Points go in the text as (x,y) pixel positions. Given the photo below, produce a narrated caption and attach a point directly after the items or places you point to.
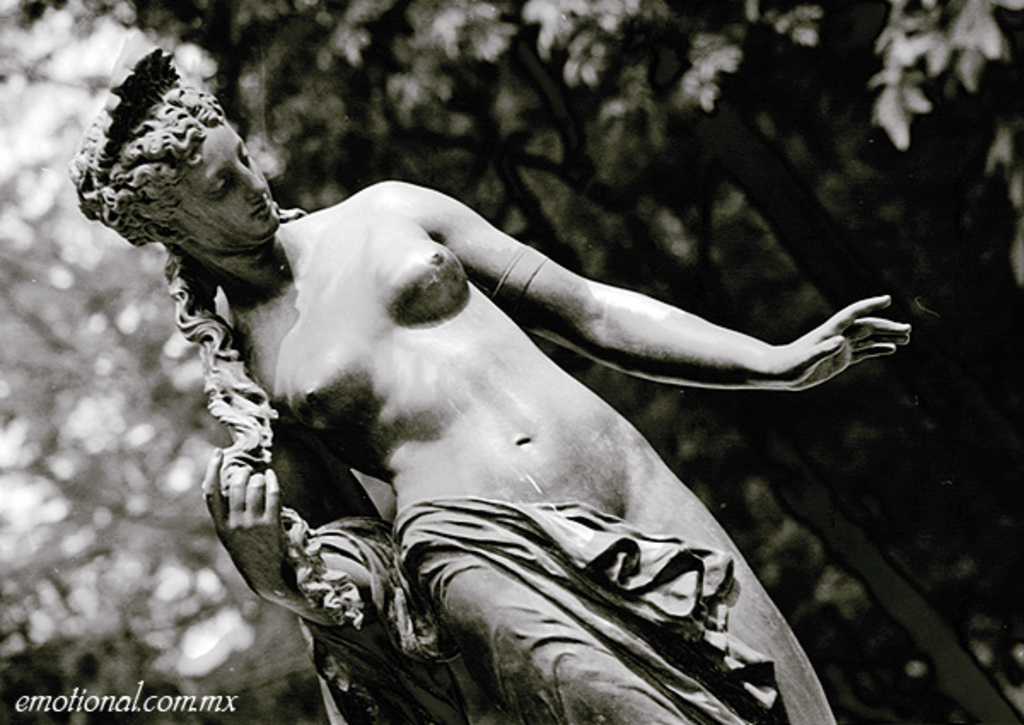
In the center of the image (505,404) we can see a statue (550,497). In the background (822,393) there are trees (750,61).
